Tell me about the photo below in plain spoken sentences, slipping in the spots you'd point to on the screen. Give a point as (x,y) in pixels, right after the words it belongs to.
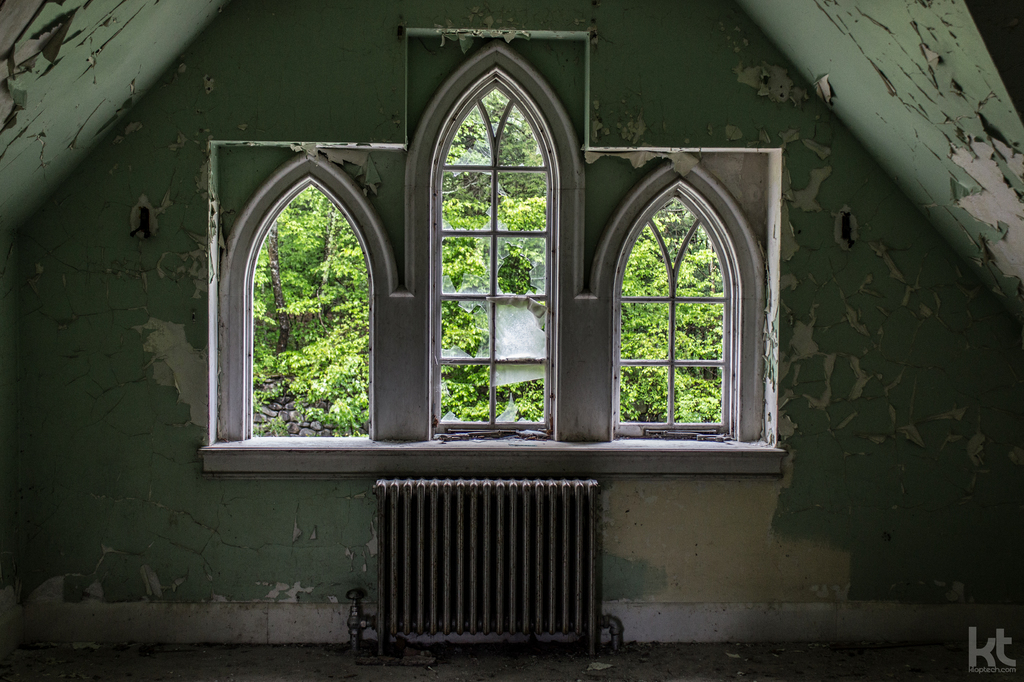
It is an inside view of a house (257,474). Here we can see walls (89,384), rods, windows (492,411), glass objects (505,319) and floor (1016,651). Through the windows (479,320), we can see trees (453,402). On the right side (1001,639) bottom corner, there is a watermark (1002,652) in the image.
